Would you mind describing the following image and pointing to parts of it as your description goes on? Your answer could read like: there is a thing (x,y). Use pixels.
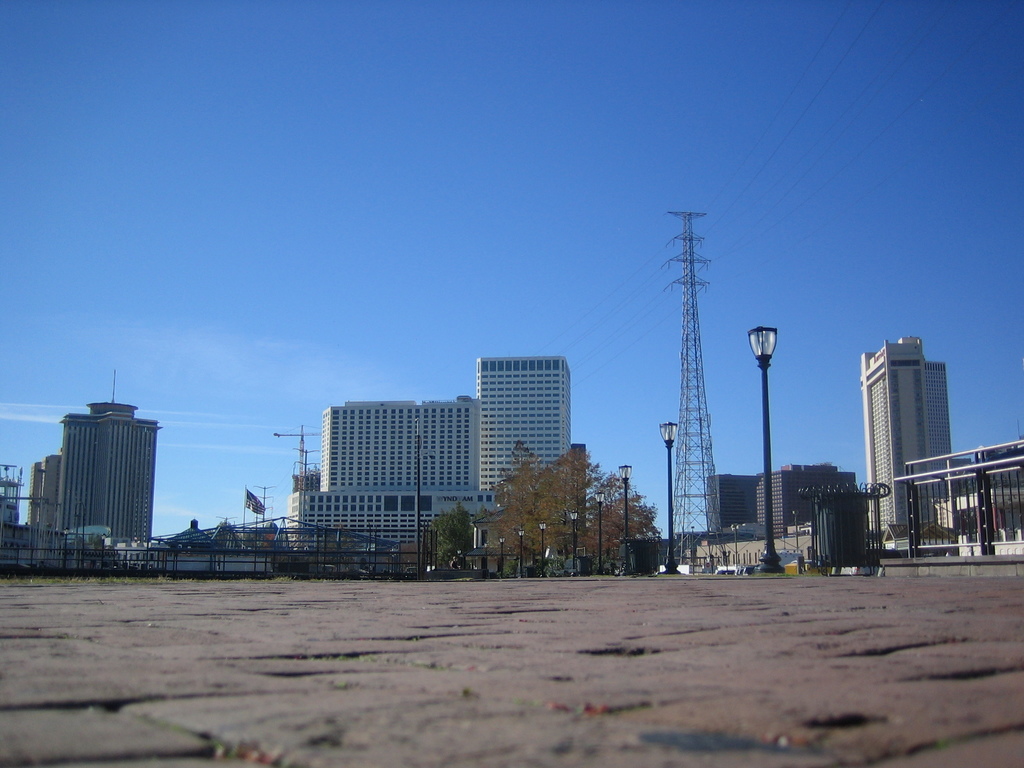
In this image we can see open area (468,682) and in the background of the image (451,552) there are some lights (670,517), trees (619,531), tower (690,505) and there are some buildings (331,457) and top of the image (329,173) we can see clear sky (290,247).
